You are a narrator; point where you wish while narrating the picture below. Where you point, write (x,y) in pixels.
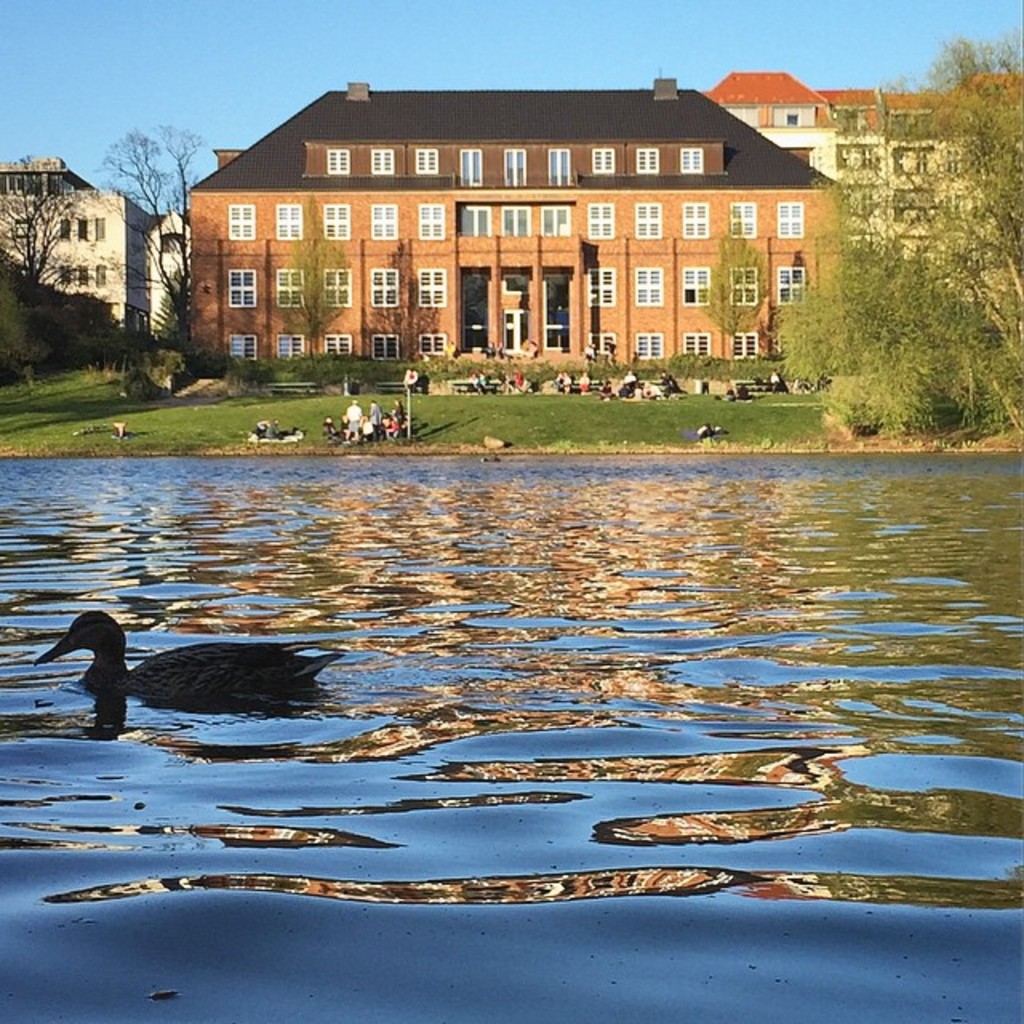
There is water (624,645) and there are buildings (667,282), trees (874,286) and few people (622,384) in the background (502,279).
